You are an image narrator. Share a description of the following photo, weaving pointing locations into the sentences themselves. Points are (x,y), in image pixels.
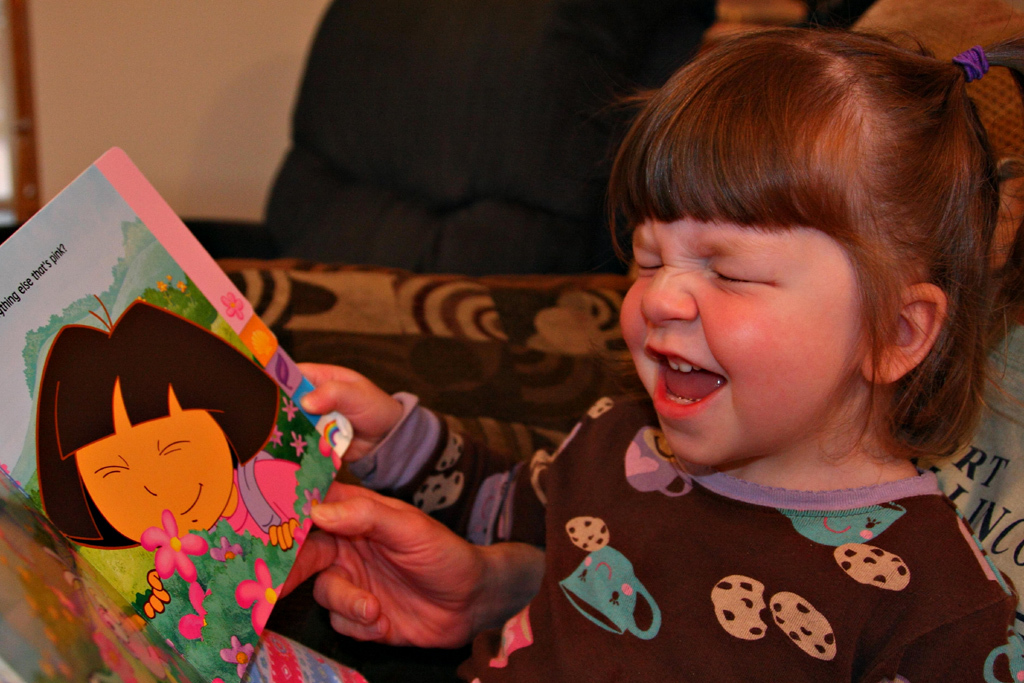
There is a girl (724,387) sitting and holding a book (277,381). Background (214,62) we can see wall (267,64).
